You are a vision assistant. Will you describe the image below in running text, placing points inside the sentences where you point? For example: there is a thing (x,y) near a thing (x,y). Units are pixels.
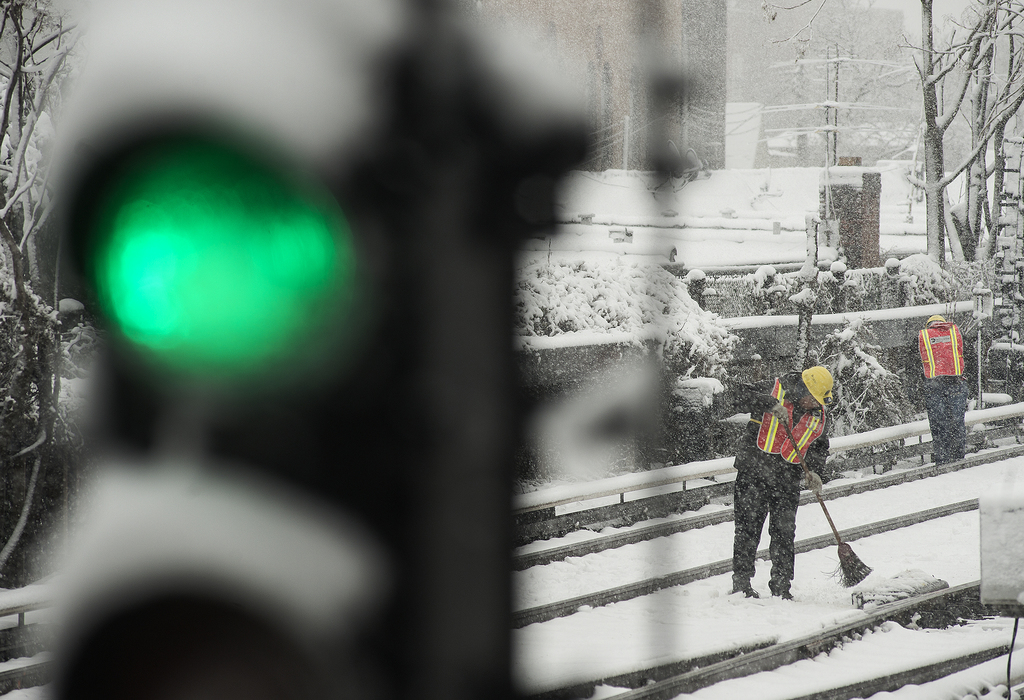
In the foreground of the image (287,297) there is traffic signal (263,654), there are some persons (806,455) wearing orange color jacket (764,420) sweeping railway track (731,539) and in the background of the image (752,183) there are some poles (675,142), trees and some snowfall (868,55) pouring.
